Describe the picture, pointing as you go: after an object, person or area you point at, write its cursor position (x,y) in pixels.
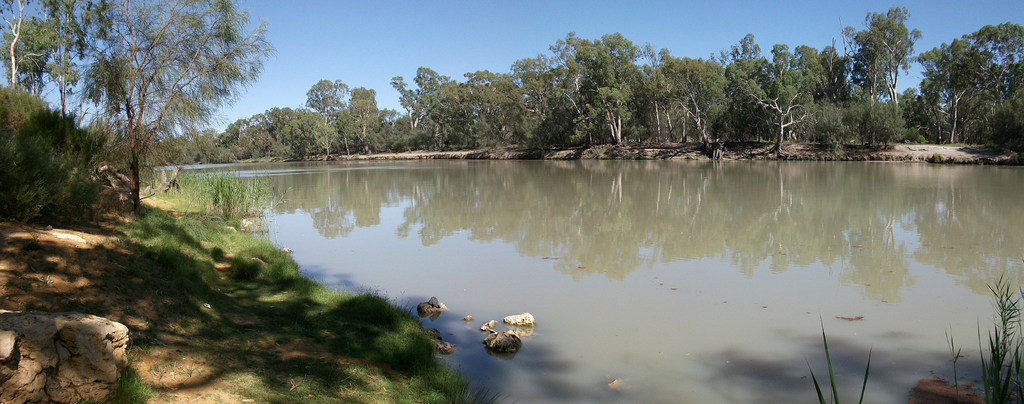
In this picture we can see some grass (237,322) on the ground (128,267). There are a few plants (107,200) and trees (161,64) visible from left to right. We can see a few stones (520,321) in the water (534,339). Some stones (71,351) are visible on the left side (96,329). Sky (376,44) is blue in color.
